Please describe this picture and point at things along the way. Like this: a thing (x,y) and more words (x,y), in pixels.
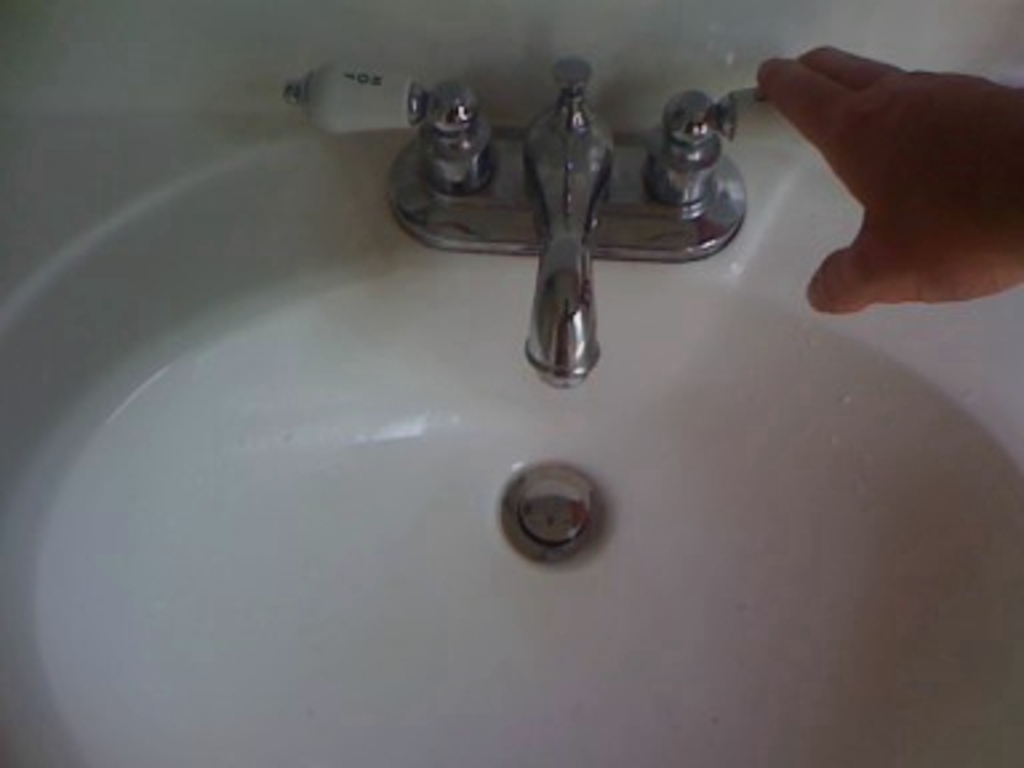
In the image we can see some sink (745,184). In the top right corner of the image (821,98) we can see a hand (1023,273).
